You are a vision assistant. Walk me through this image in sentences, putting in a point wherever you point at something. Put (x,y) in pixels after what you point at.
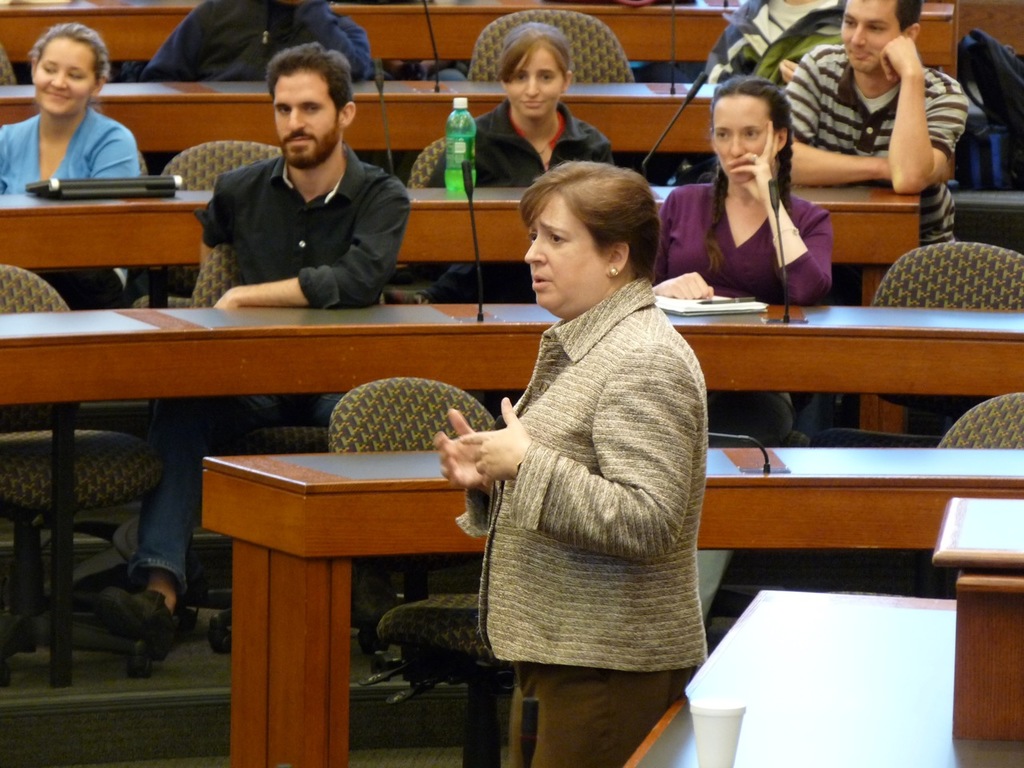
In this image there is a woman (553,466) standing, behind the woman (560,351) there are chairs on which few people (291,212) are seated, in front of them there are tables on the tables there are Mics (478,284).
